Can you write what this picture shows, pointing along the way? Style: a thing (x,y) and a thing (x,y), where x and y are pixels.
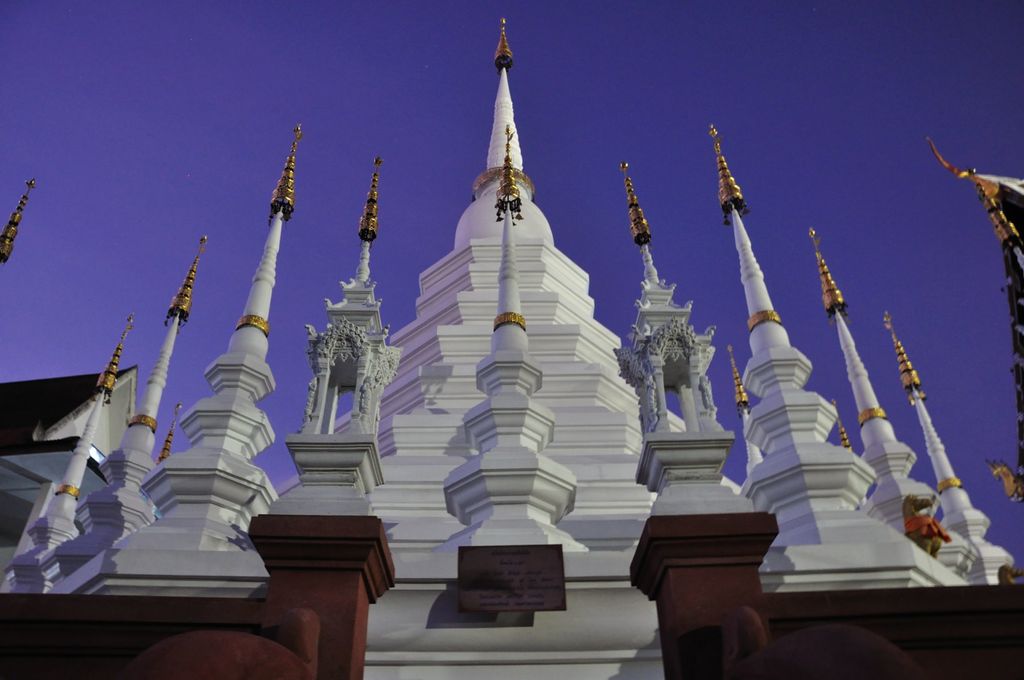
In this image I can see a tower (472,418) and I can see the sky (786,129).
